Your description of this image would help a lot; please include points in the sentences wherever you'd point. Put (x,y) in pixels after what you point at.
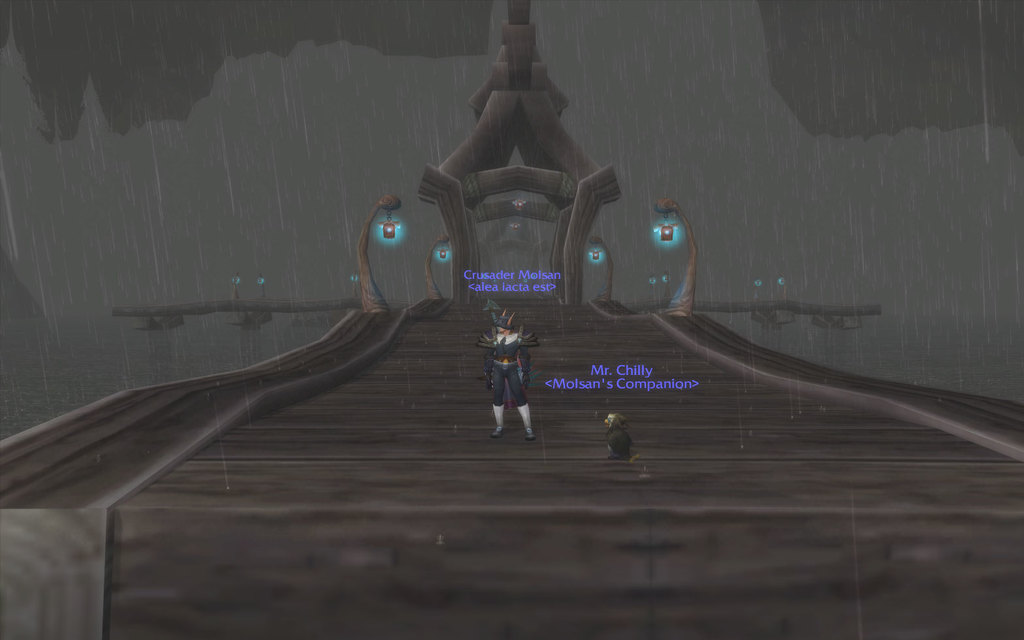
It is a graphical image. In the image we can see some poles (379,293), lights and we can see text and one person (501,314) and a penguin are standing.
